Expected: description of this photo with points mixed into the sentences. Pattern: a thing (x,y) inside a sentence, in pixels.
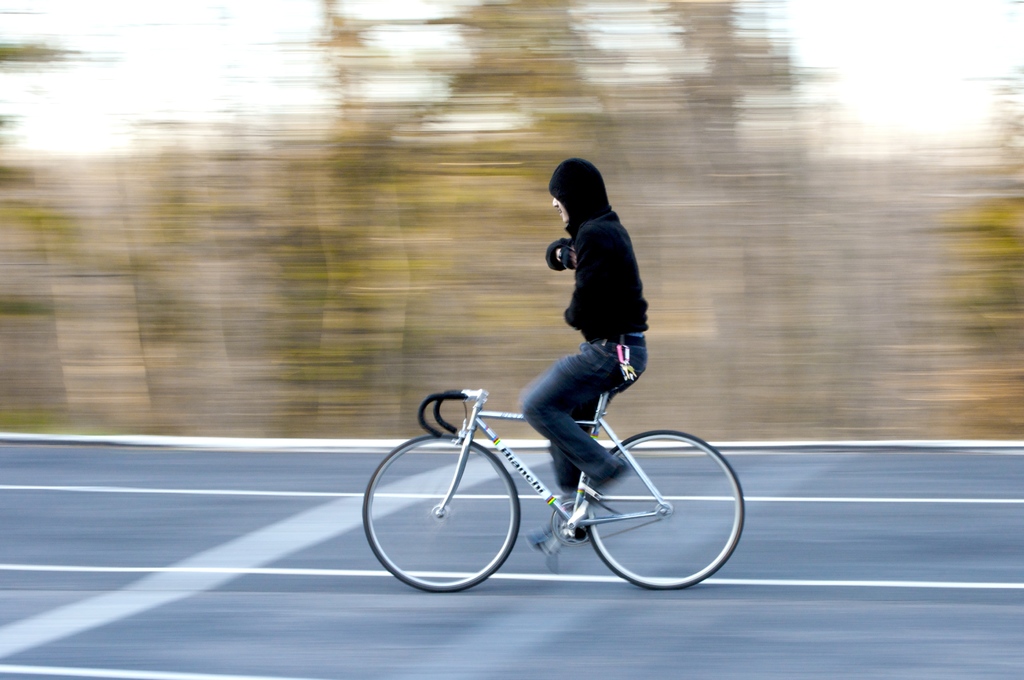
In this image we can see a person (569,475) riding bicycle (442,584) on the road (323,490). In the background (731,259) there are trees (487,252) and sky (406,33).
